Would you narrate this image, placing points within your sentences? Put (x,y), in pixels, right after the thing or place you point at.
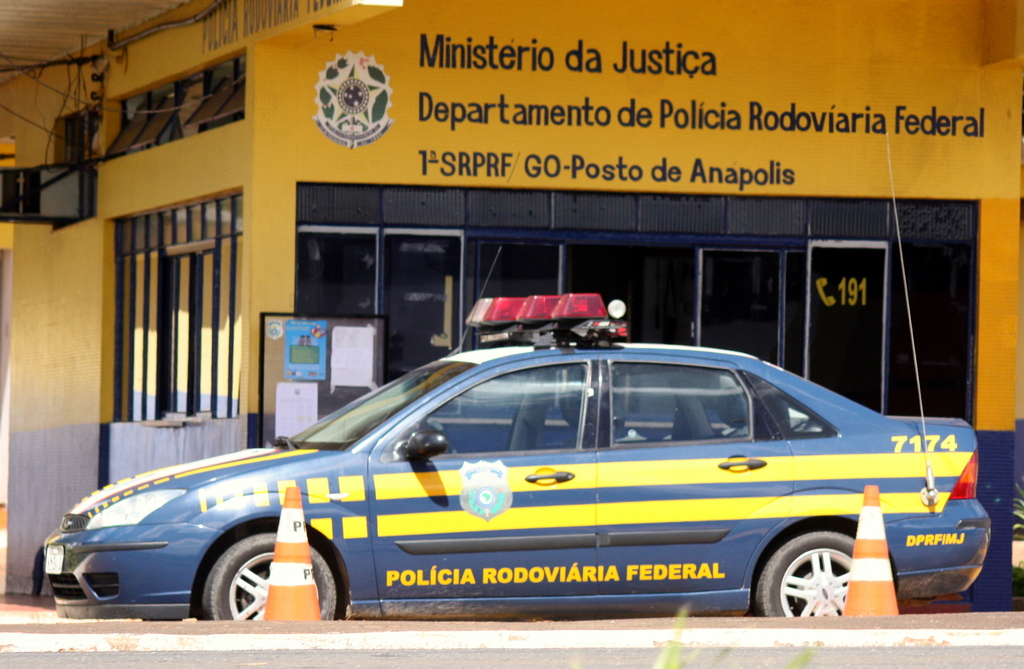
In the image in the center (576,427), we can see one car (611,462) and we can see traffic poles (878,574). In the background (741,212) there is a building (694,47), wall (907,17), roof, banner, glass (139,366), board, posters (324,339) etc.
